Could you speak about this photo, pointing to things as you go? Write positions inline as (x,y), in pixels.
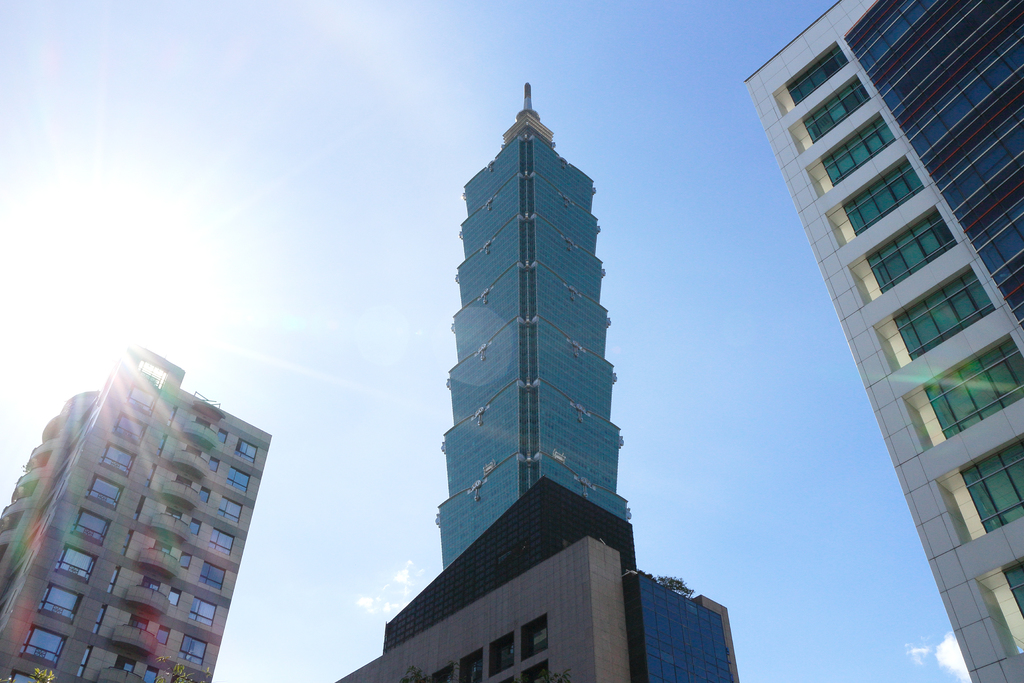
In this image we can see there are buildings (103,511) with windows (887,137). And there is the sky (303,364) in the background (303,364).
